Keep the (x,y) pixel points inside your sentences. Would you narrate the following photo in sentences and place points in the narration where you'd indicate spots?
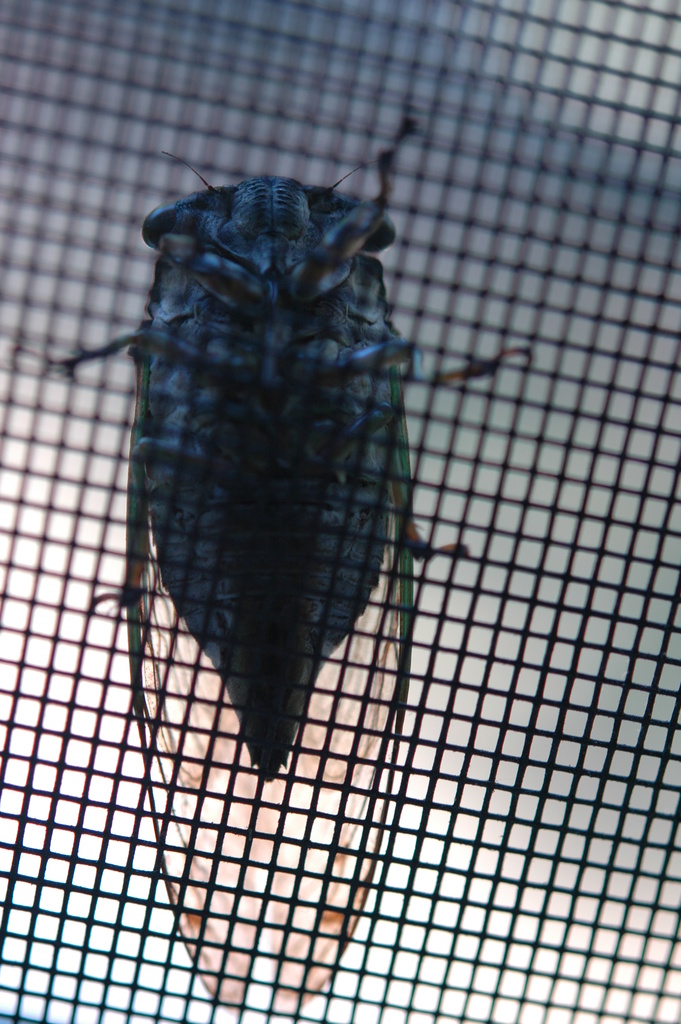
In the image there is a cicada (198,568) standing on net (498,970).
